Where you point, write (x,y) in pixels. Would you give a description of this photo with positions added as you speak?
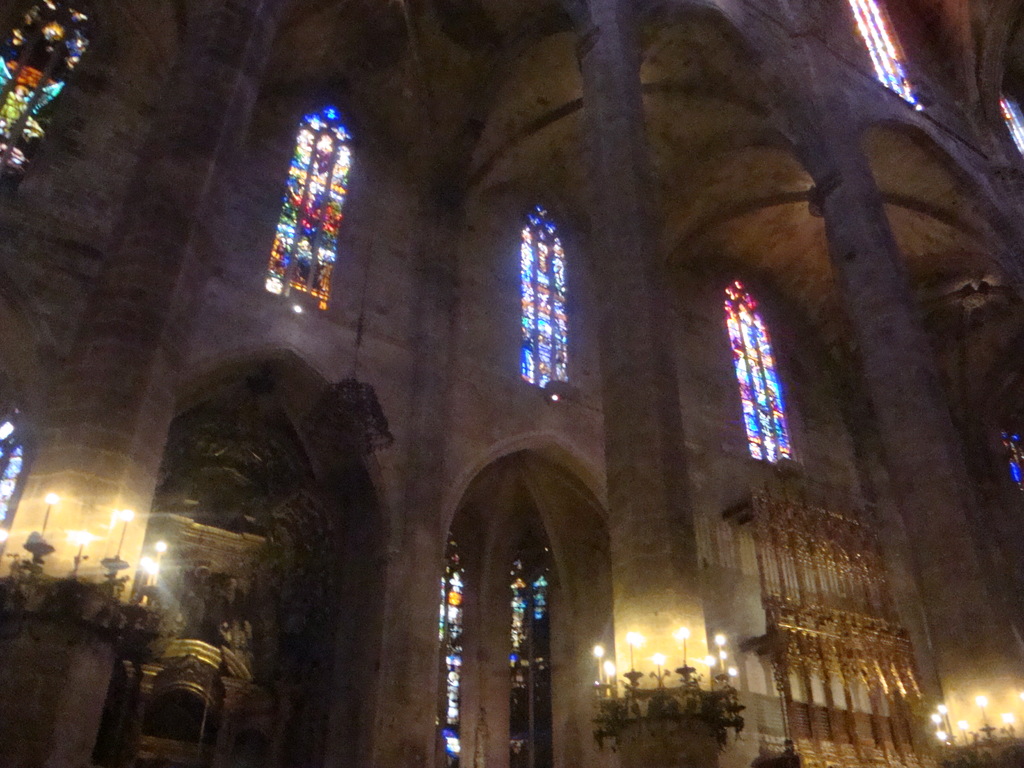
This is an image clicked in the dark. Here I can see a building (346,291). There are some windows (553,325) and pillars (645,327). At the bottom of the pillars (978,657) there are some candles (613,667).
